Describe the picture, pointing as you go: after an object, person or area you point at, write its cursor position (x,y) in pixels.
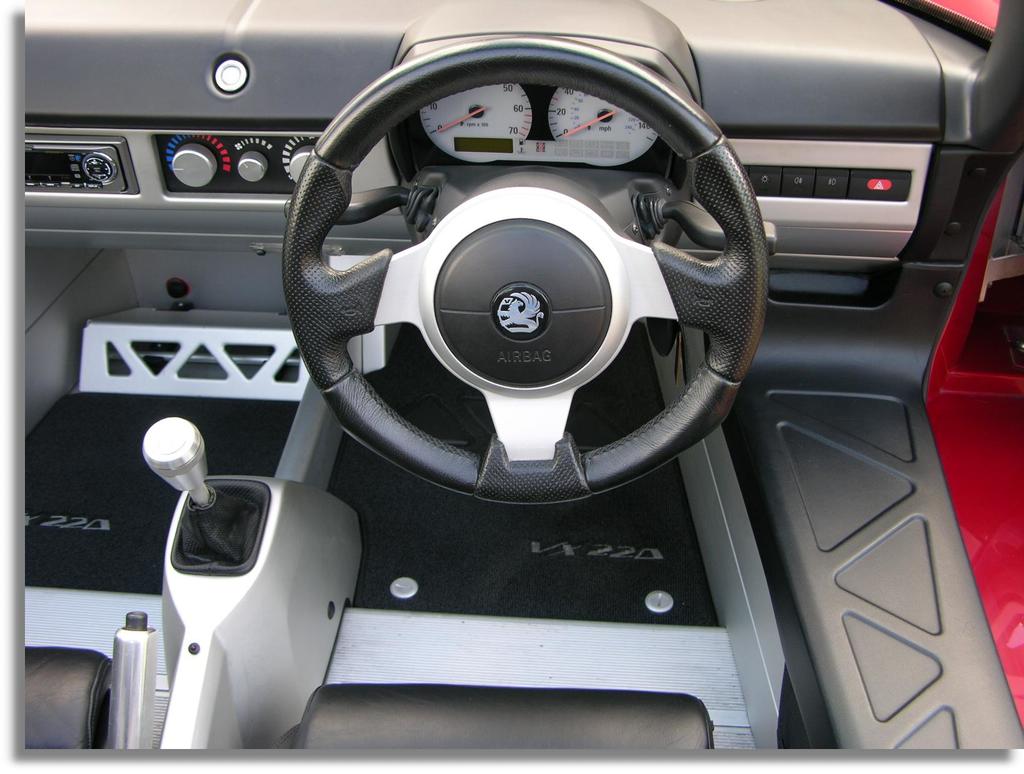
This image is inside a vehicle (504,661) where we can see the steering (650,277), meter readings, gear rod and a few more things (122,699).
